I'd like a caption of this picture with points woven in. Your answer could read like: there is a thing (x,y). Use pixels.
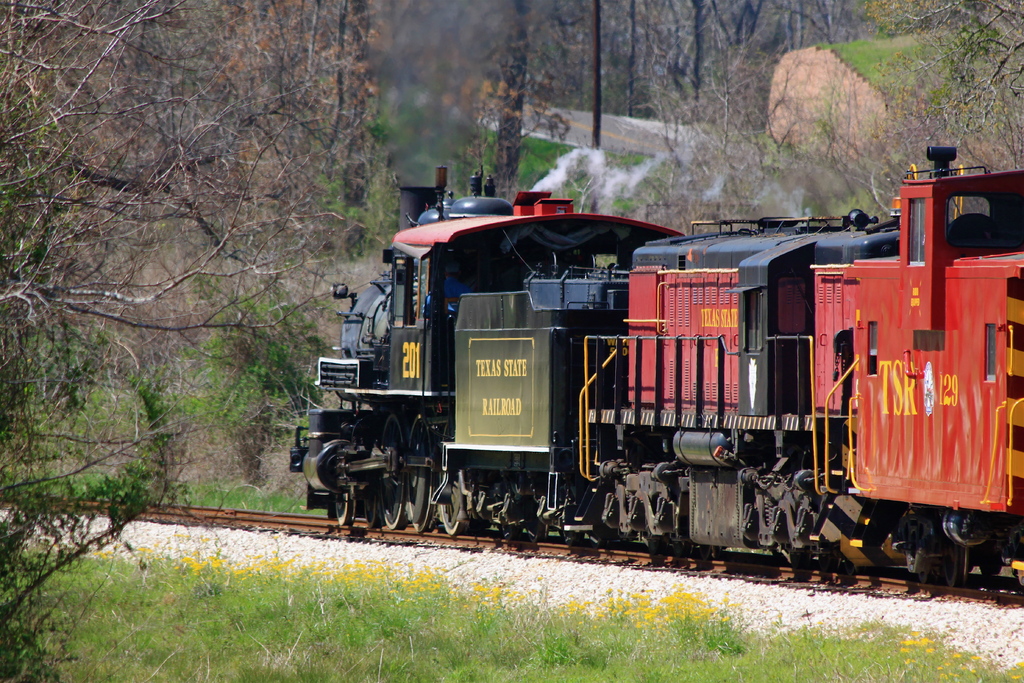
In this image there is a train (374,462) on a track (291,521), on either side of the train (470,198) there are trees (196,203).
